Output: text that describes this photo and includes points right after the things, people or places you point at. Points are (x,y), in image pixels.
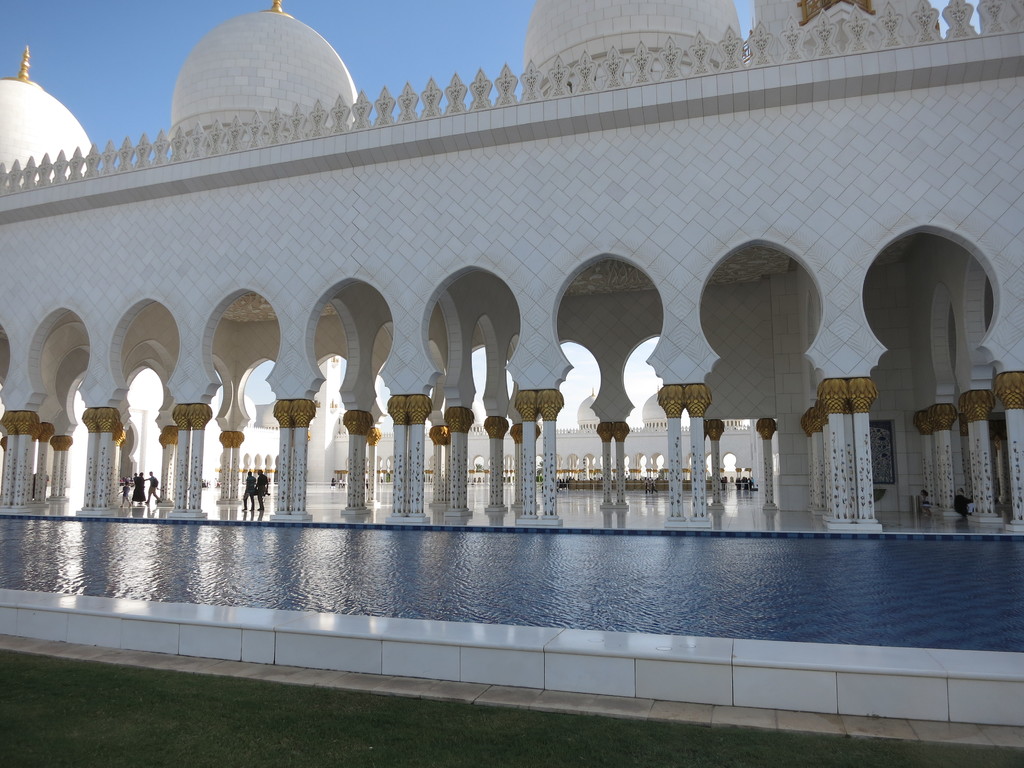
In this image I can see grass (521,734), water (42,559), white colour buildings (430,476), few people (266,476) and the sky (127,81) in the background (469,64).
